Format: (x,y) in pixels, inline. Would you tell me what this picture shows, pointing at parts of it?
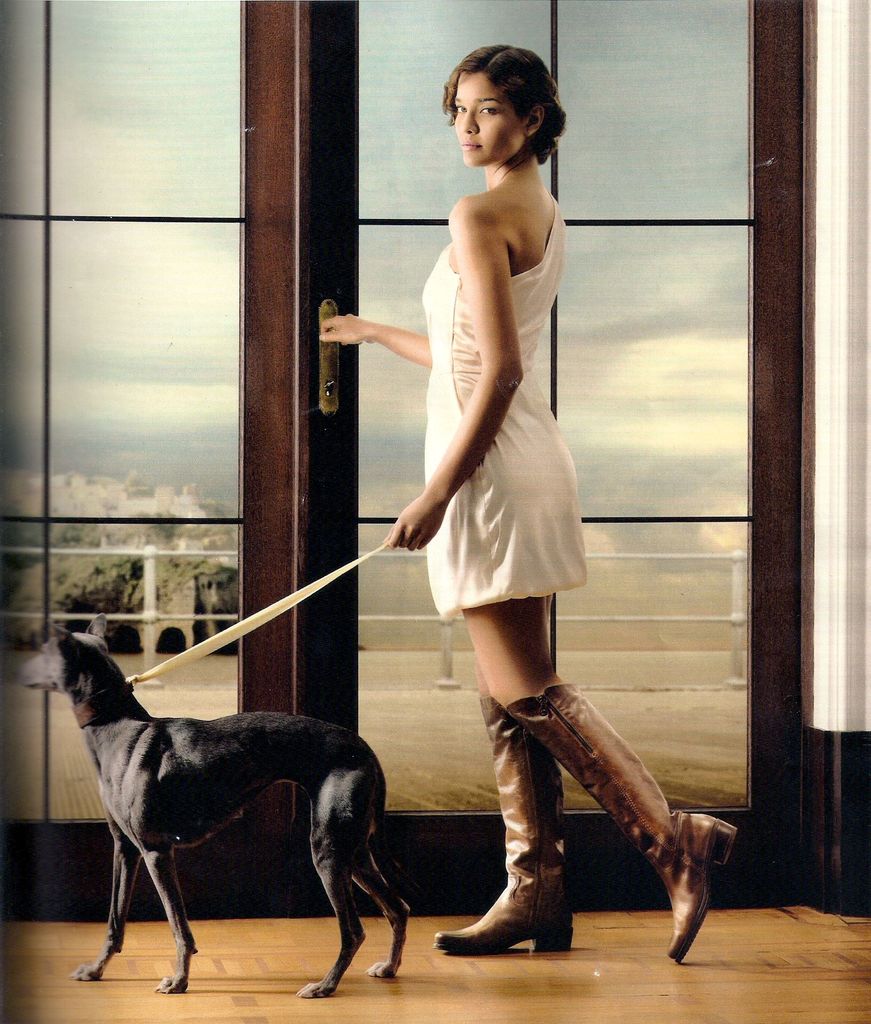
In this picture we can see a woman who is standing on the floor (596,965). This is the dog (176,849) and there is a door (70,237).
